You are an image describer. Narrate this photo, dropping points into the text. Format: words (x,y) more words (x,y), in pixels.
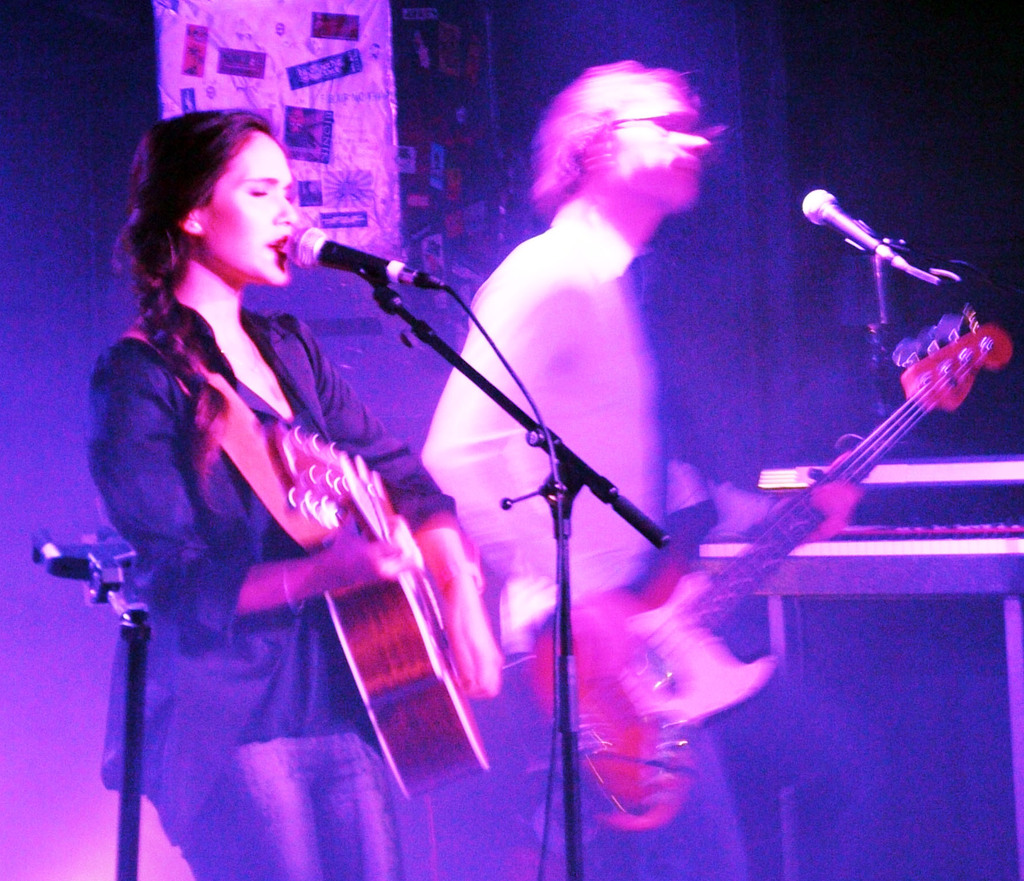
In the image there are two people (151,440) man (582,309) and woman (162,431), woman (181,428) is holding a guitar (312,506) and playing it in front of a microphone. On right side (691,715) there is a man (586,295) who is standing in front of a microphone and playing his guitar (654,746), in background (327,58) we can see hoardings (426,72) and musical instruments (981,468).
